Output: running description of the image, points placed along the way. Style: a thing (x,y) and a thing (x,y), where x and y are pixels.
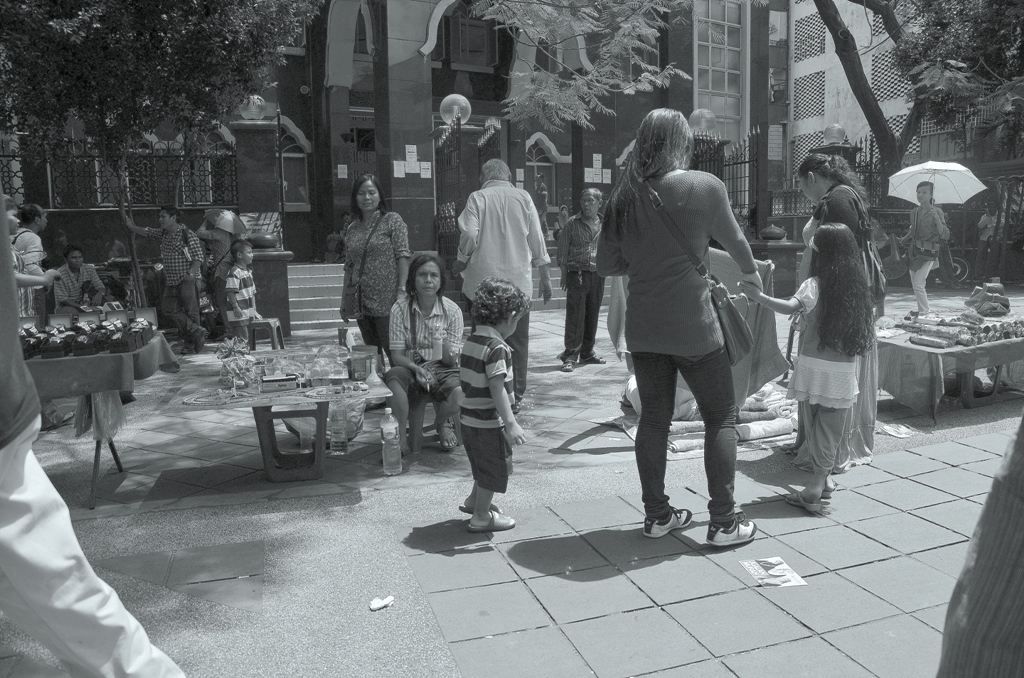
The image looks like it is clicked outside on the road (946,298). In the background (169,123) there is a building (508,44), trees (133,69), windows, and walls (632,111). To the right (918,290), there is a woman (925,302) walking, and holding umbrella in her hand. To the left (81,351) there is a table (84,373) on which some items (124,345) are kept. In the middle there is a kid (475,506) walking.
